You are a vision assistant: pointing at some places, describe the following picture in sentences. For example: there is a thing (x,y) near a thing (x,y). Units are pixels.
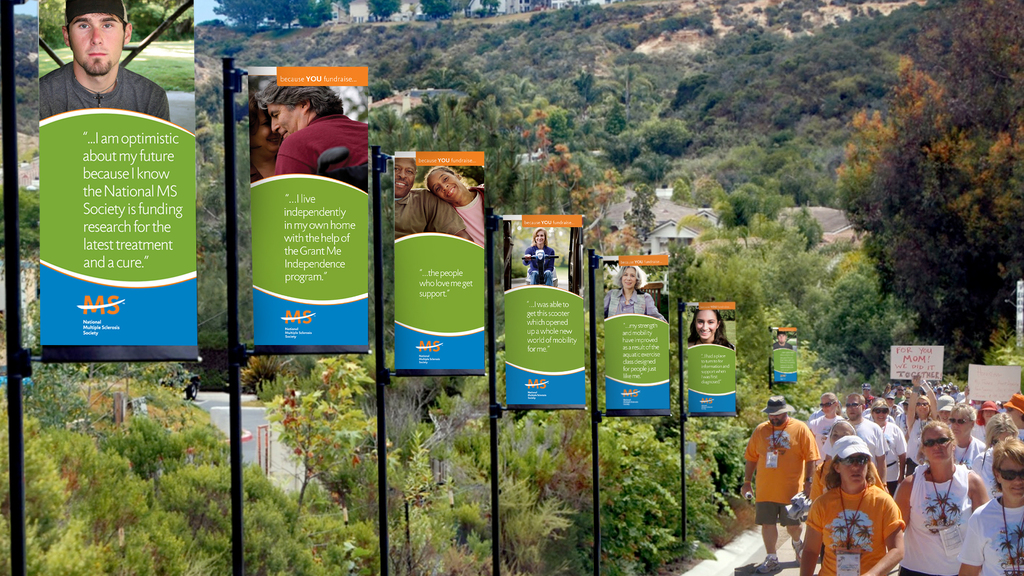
In this image we can see a few people (868,454) and holding the written text boards (901,359), on the left (292,266) we can see some written text (138,176) on the board (141,79), metal poles (235,455), there are few trees (910,153), plants (657,500), hills (827,87), we can see the houses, at the top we can see the sky (221,1).
